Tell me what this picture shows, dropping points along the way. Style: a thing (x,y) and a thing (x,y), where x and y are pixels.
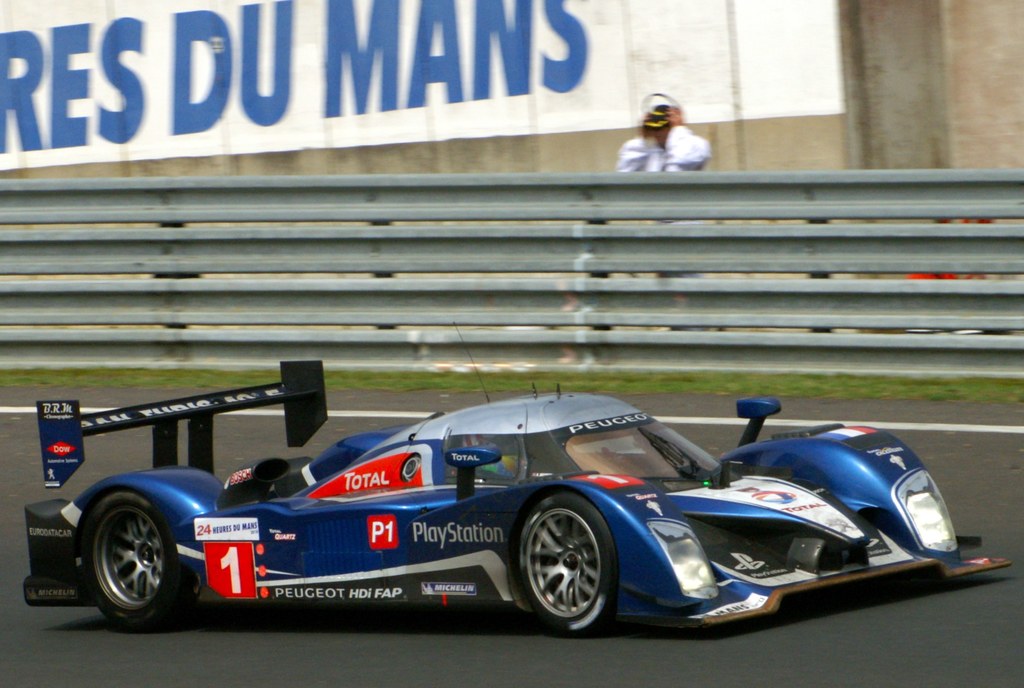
At the bottom of this image (401,648), there is a vehicle (798,474) on a road (85,396) on which there is a white color line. In the background (229,254), there is grass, a fence (531,236), a person (655,104) and a painting (281,90) on a wall (1013,65).
